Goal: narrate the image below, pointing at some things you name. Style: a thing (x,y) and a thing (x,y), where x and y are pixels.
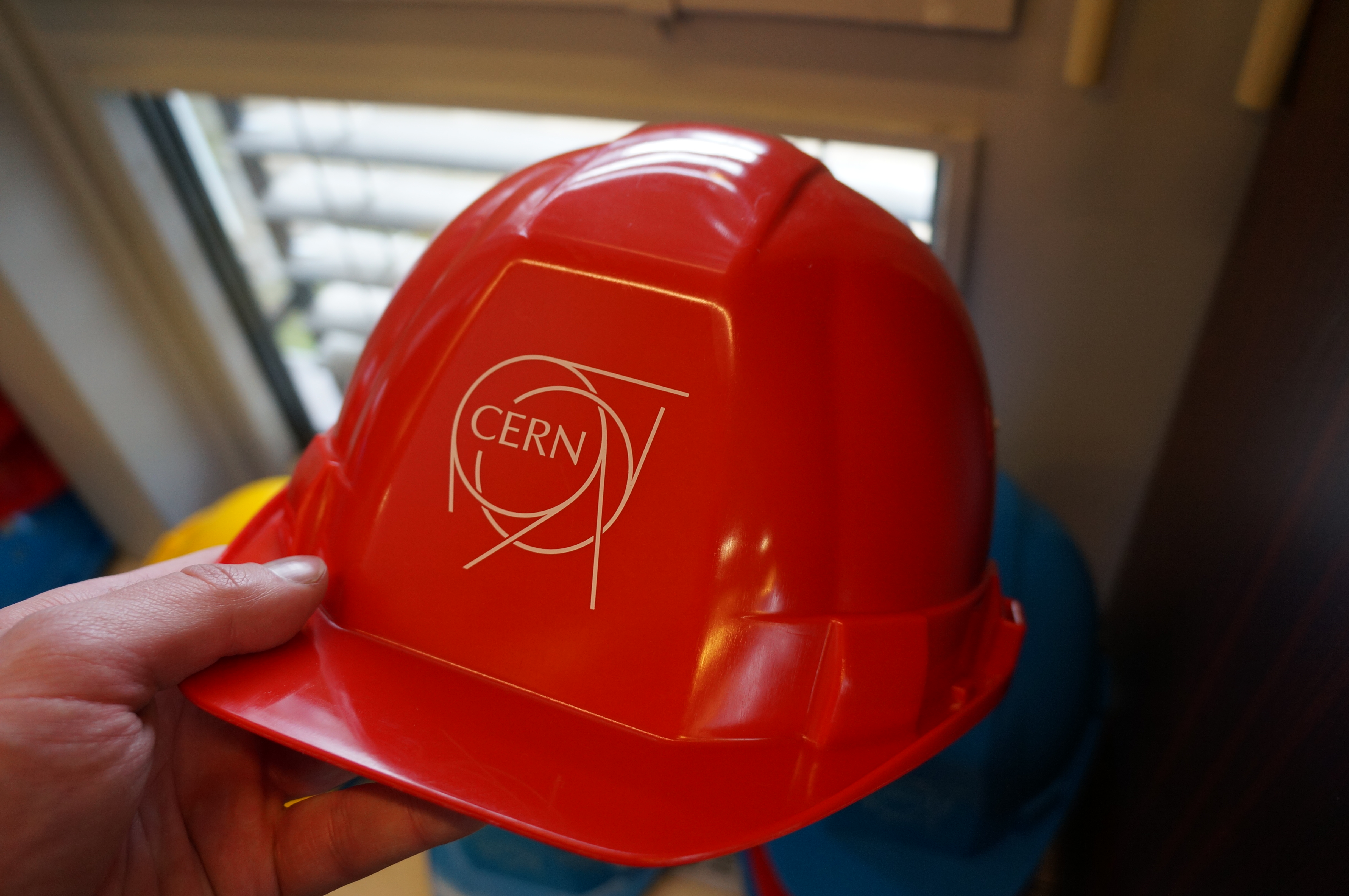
In this image there is a person (321,577) holding a red color hat (734,455), and there is blur background (7,544).
